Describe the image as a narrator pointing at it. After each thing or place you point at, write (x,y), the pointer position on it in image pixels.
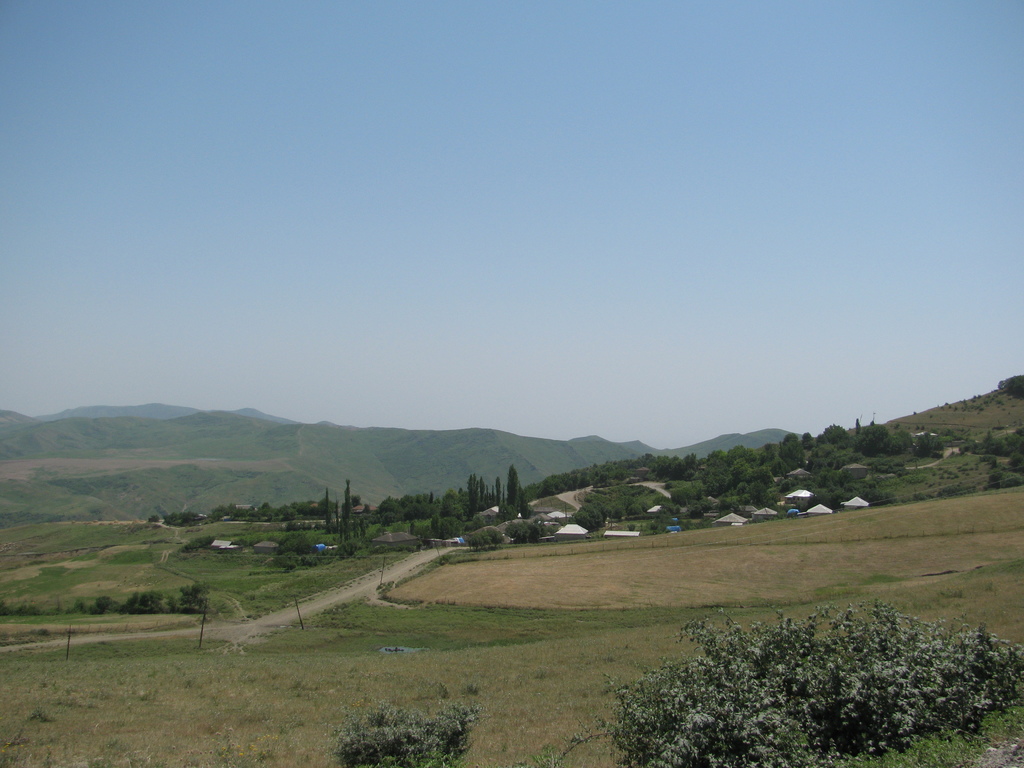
In this image there are mountains (102,426), ground (506,642) with grass (543,635), buildings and trees (878,631).
